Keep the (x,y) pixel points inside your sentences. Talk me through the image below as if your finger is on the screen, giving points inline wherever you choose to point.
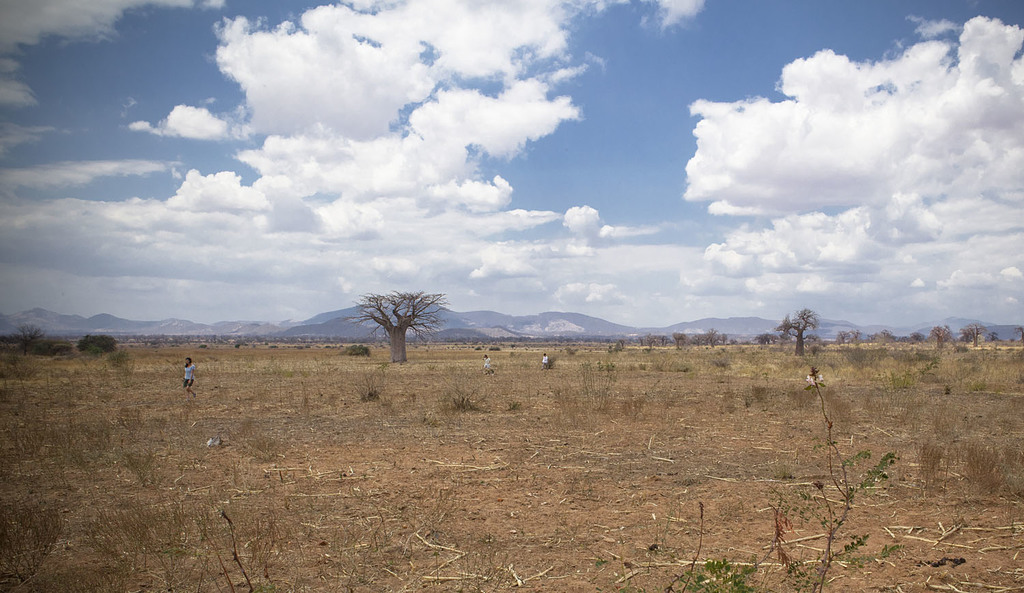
In the left side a girl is walking at here, these are the trees (163,341) at the top (601,168) it's a sunny sky (536,213).
